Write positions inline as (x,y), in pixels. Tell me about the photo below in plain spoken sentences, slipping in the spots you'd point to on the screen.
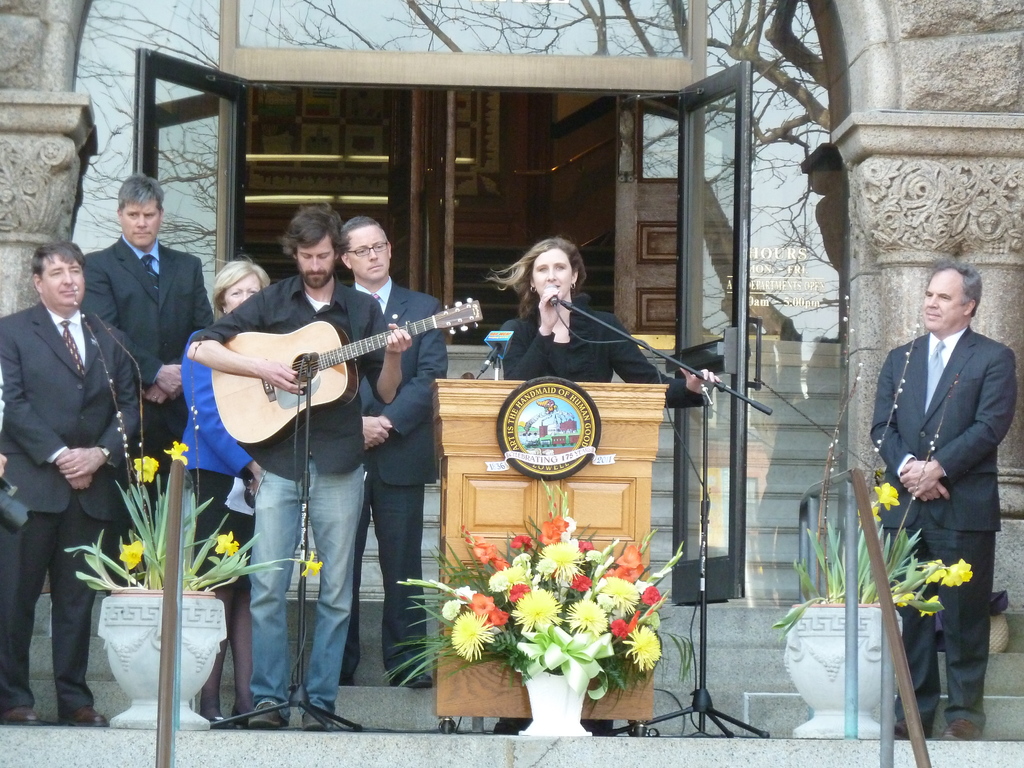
The picture is taken outside of the building (850,437) where there are nearly seven people (234,448) standing. In the middle of the picture (550,369) one woman (560,343) is holding a microphone (562,300) in front of her there is a podium (577,466) and one small flower pot (580,683) and they are standing on the steps (300,727) and left corner of the picture (130,631) there is one small pot (133,618) with flowers (149,554) and tree (143,517), behind them there is a door (179,153) opened, its a glass door (209,194) and in the right corner of the picture (972,438) a person (912,507) is standing and wearing a suit (945,453) and in the left corner of the picture (341,515) one person (342,504) is holding a guitar (347,392) and playing it behind him there is a woman (220,428) in blue dress (207,448).
